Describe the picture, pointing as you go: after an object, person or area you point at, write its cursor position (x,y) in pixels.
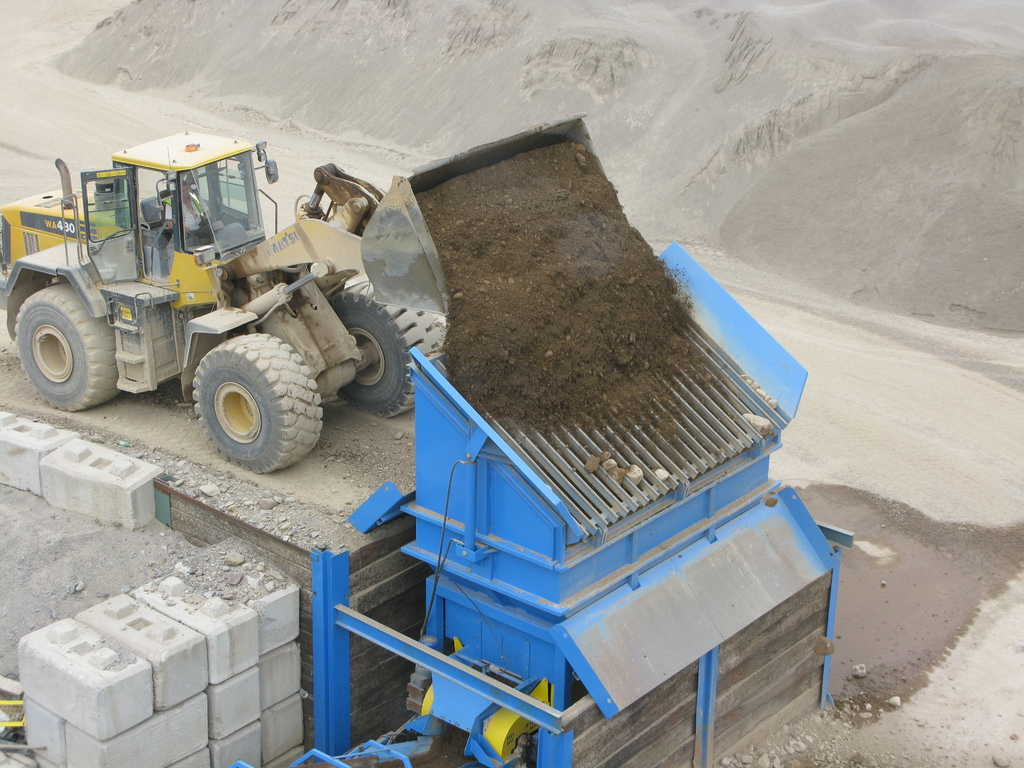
In this picture there is a blue color machine (491,546). Behind there is a yellow color excavator (245,355) putting a sand (494,333) on the blue color machine (657,566). On the left side of the image (196,620) there are some concrete blocks (161,602). On the right side (827,44) we can see the crush powder sand (629,160).
